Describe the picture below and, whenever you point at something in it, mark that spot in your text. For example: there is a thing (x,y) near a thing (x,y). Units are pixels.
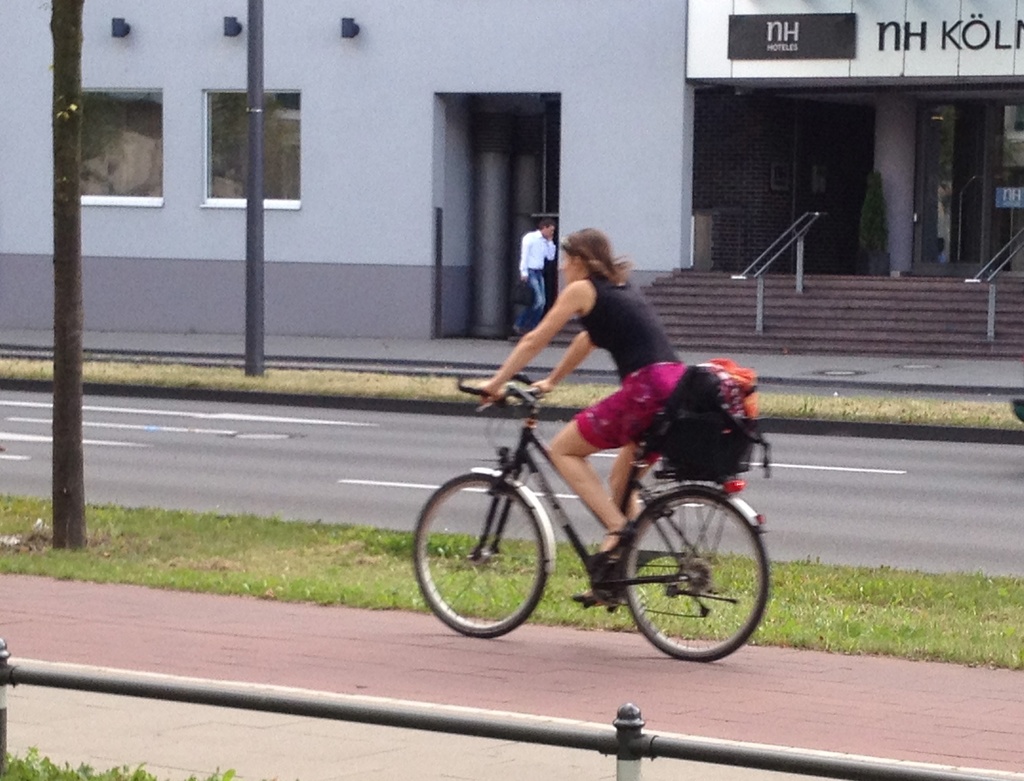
Here we see a woman (551,319) riding a bicycle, On the sidewalk (529,703) and a man (532,307) walking on the sidewalk (511,342) and a store (989,49) and a building (332,19) and a pole (263,49).
